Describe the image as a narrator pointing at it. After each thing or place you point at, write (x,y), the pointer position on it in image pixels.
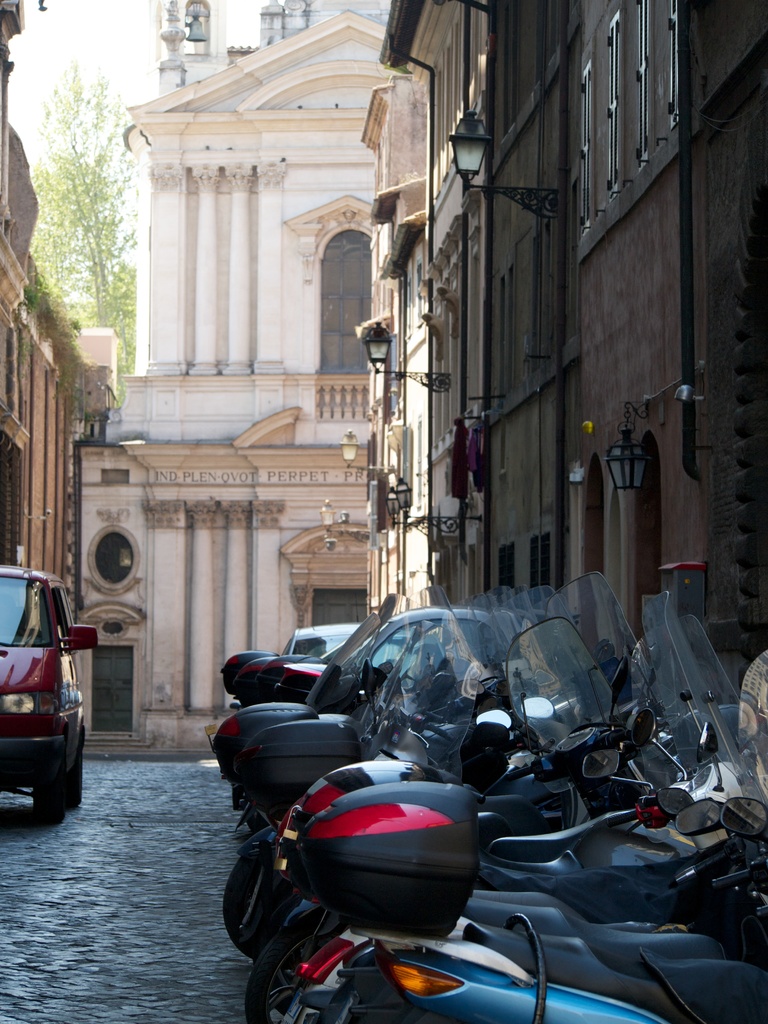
On the right side (555,886), we see the bikes (474,719) parked on the road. Beside that, we see a building (571,287) and the street lights (555,205). On the left side (65,451), we see a red car (47,600) and a building (67,478). In the background (203,405), we see the trees (96,201) and a building (204,365) in white color.
